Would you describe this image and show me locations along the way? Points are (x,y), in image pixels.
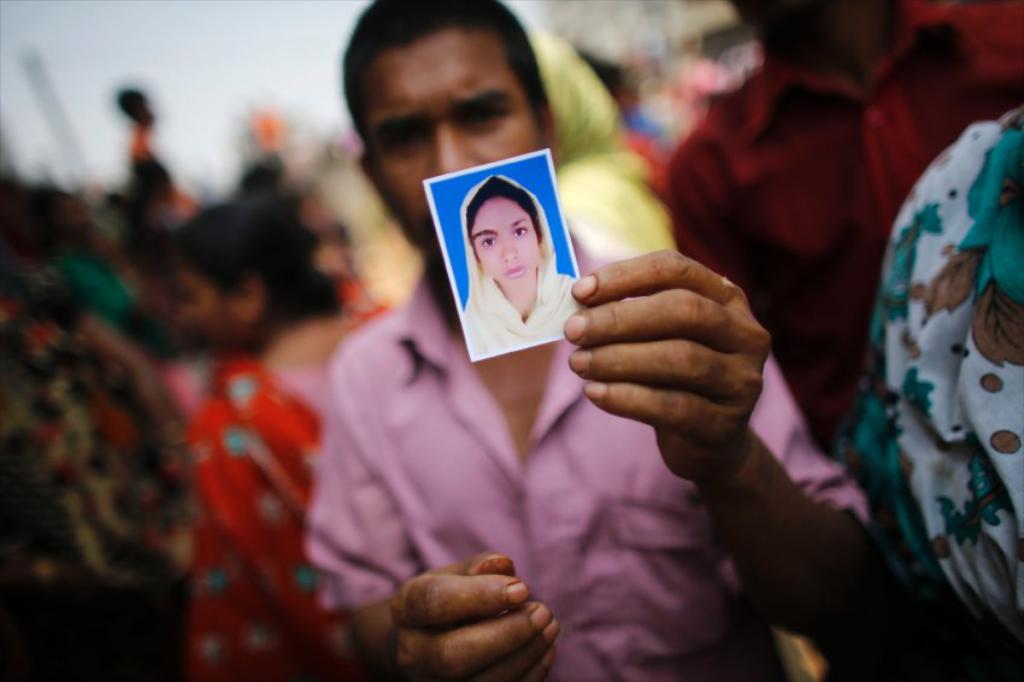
In this image, in the middle (615,388), we can see a pink color shirt man (644,475) holding a photo (559,323) in his hand (693,315), in the photo (467,217), we can see the picture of a woman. In the background (977,70), we can see a group of people (977,70) and white color.
